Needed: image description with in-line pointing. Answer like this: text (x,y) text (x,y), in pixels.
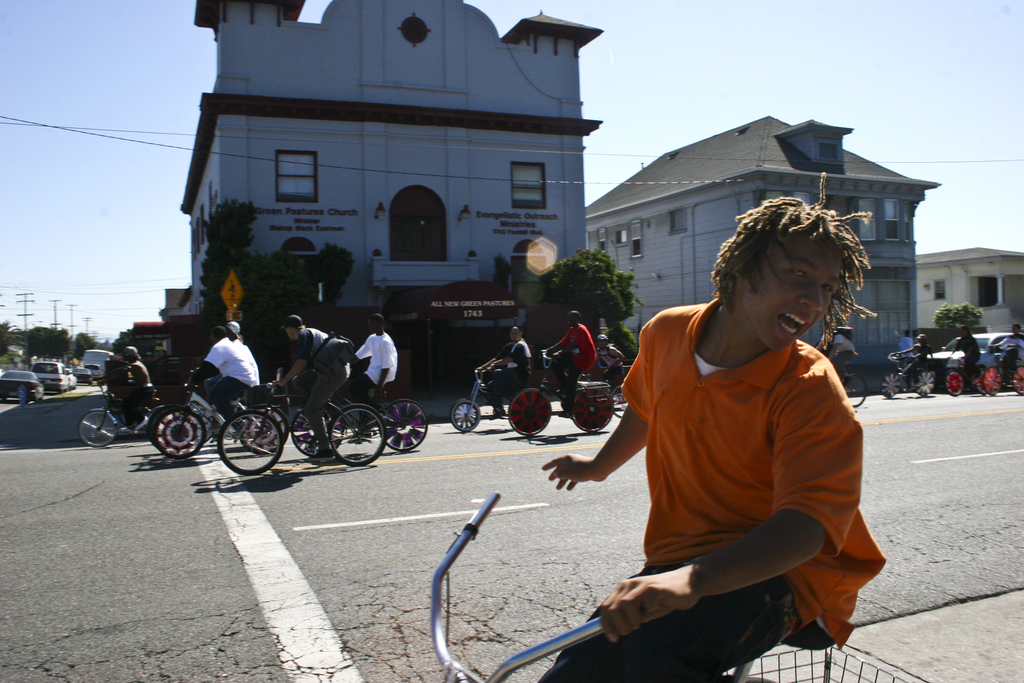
people (683,497) are riding bicycles (592,431) on the road (445,505). behind them there are cars (990,360). at the back (338,112) there are buildings (423,218) and trees (602,295).
